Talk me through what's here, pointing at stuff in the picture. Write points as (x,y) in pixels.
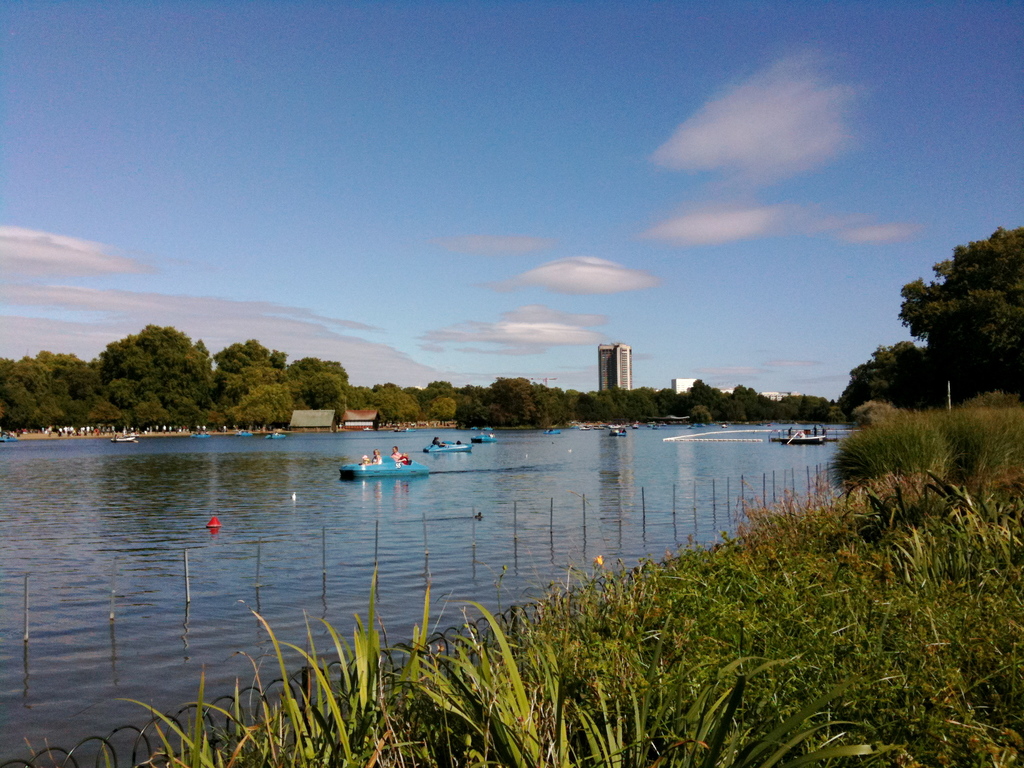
In this picture I can see some people (376,463) were sitting on the boat (391,471). Beside that I can see many boats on the water (449,524). At the bottom (732,562) I can see the plants (895,730) and grass (948,600). In the background (15,412) I can see many trees (1018,335), building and skyscraper (610,368). At the top (577,143) I can see the sky (585,105) and clouds (573,291). On the left (204,427) background (191,427) I can see many peoples (133,427) were standing on the beach (142,429).
